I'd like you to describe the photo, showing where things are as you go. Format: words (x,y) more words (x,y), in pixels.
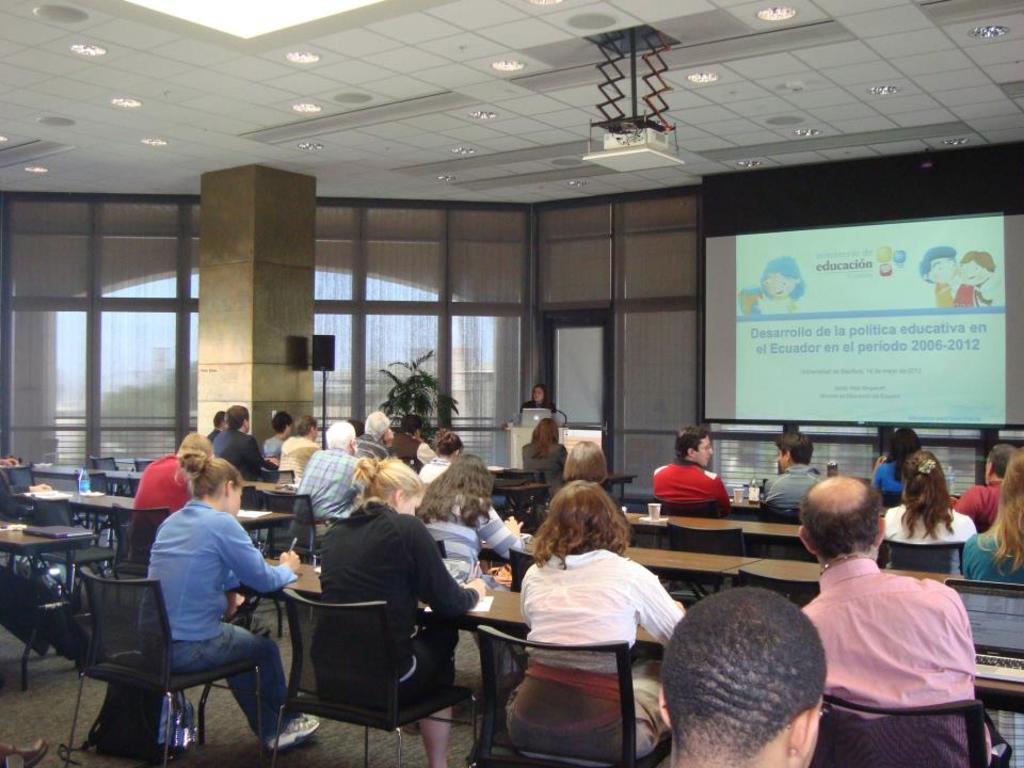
This picture describes about group of people (408,570) few are seated on the chair (378,672) and one person (539,407) is standing in front of them, in front of seated people (452,585) we can see books (50,531), cups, bottles (80,483) on the table (689,552) also we can see a projector screen (749,305) in front of them. On top of them we can find projector (637,128) and couple of lights (481,116).
